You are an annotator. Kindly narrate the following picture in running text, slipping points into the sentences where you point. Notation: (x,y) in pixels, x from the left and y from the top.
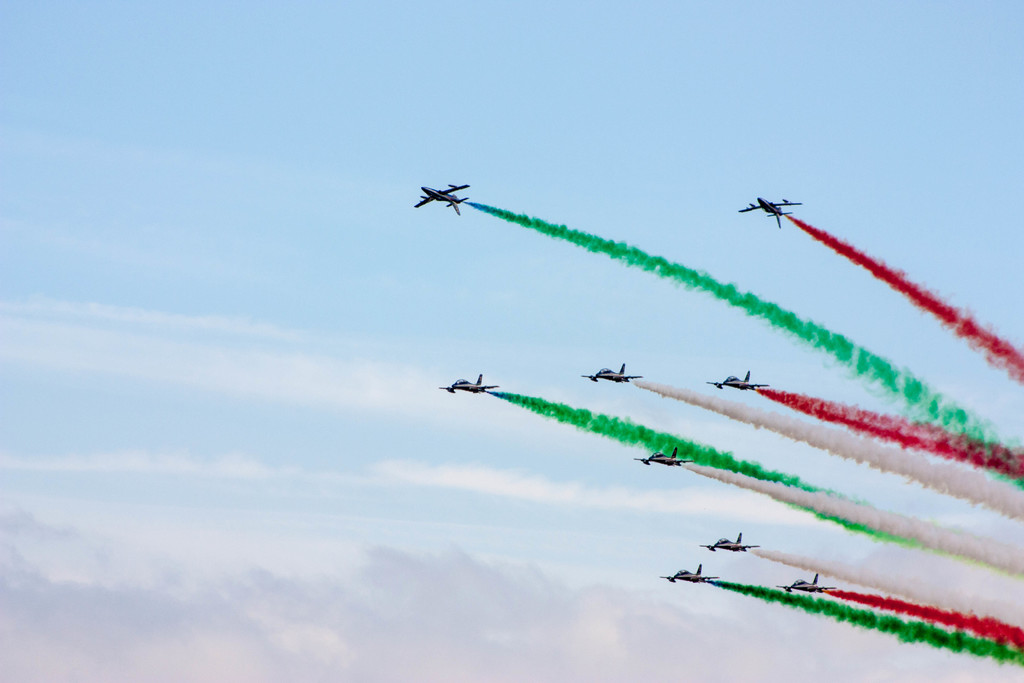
In this picture I can see few jet planes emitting different colors of smoke (862,445) and I can see blue cloudy sky (260,293).
